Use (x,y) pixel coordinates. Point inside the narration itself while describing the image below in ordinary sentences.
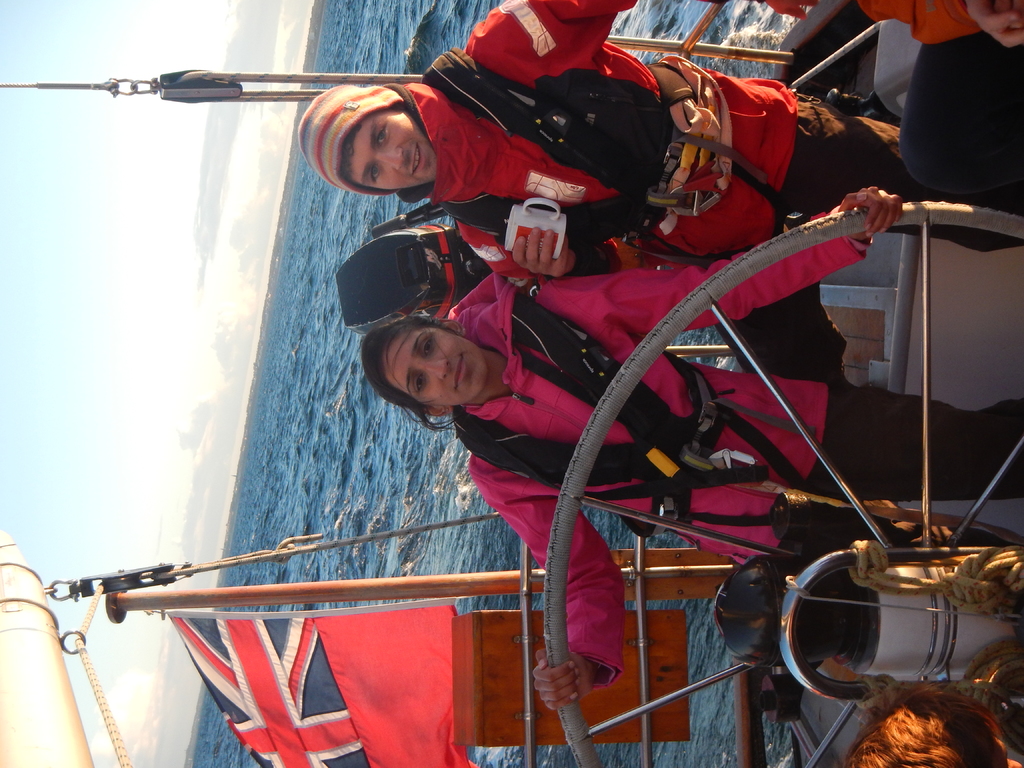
In the picture I can see a person (504,136) wearing a red jacket (441,101), cap (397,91) is holding a cup (547,236) in his hands (547,236) and we can see a woman (584,407) wearing pink color jacket (584,407) is standing here. Here we can see a flag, few objects (386,233) and we can see they are standing in the boat (842,271) which is floating on the water (365,444). In the background (113,146), I can see the cloudy sky (231,387).
